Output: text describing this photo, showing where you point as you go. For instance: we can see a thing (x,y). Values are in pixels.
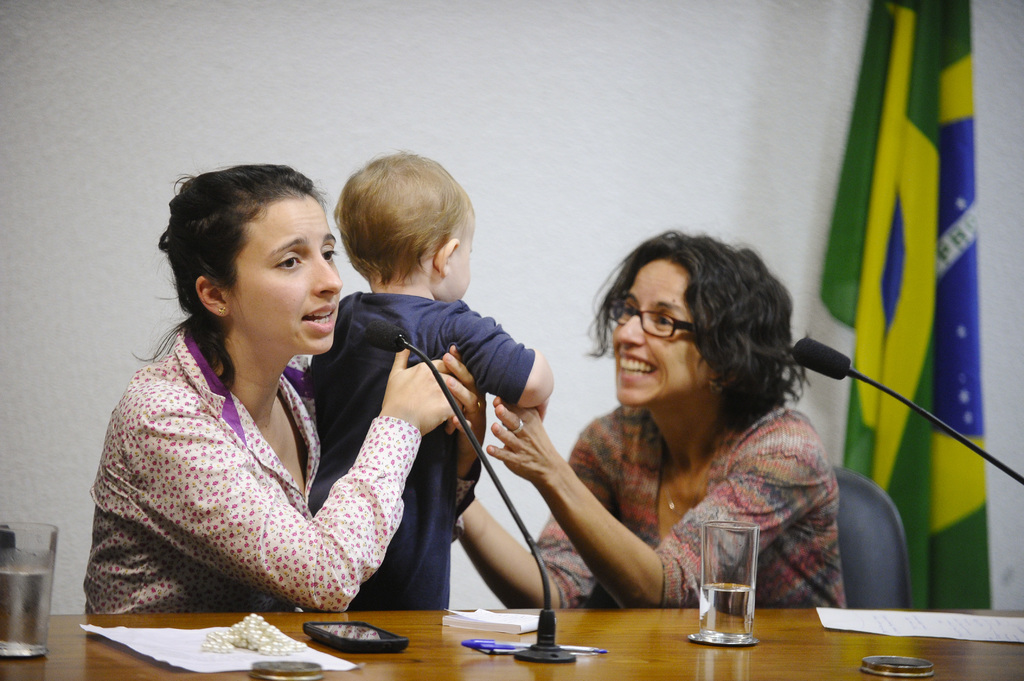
This is the picture of two people (289,546) and a kid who are sitting in front of the table (672,657) on which there are some mics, paper (237,666), glasses (35,596) and some other things (273,667).
